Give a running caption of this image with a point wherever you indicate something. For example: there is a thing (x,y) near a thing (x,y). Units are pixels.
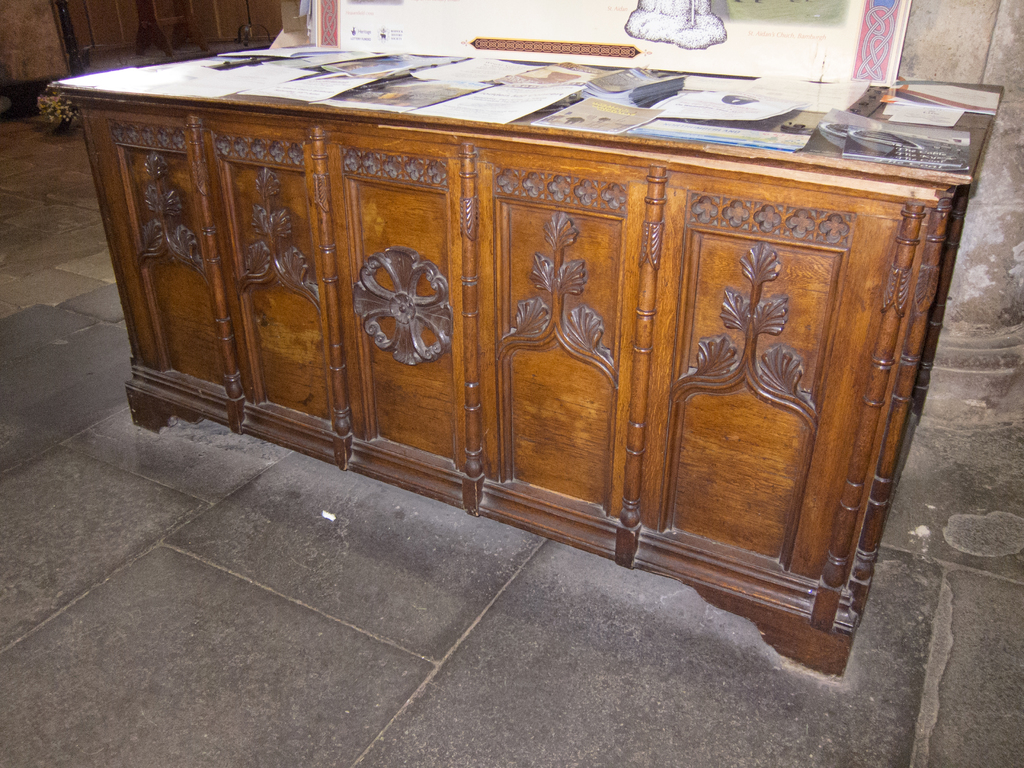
In the image in the center (512,340), we can see one table (445,211). On the table (678,143), we can see papers (573,115), books (567,111) and a few other objects (573,115). In the background (324,36) there is a wall (1013,45) and a banner (465,36).
